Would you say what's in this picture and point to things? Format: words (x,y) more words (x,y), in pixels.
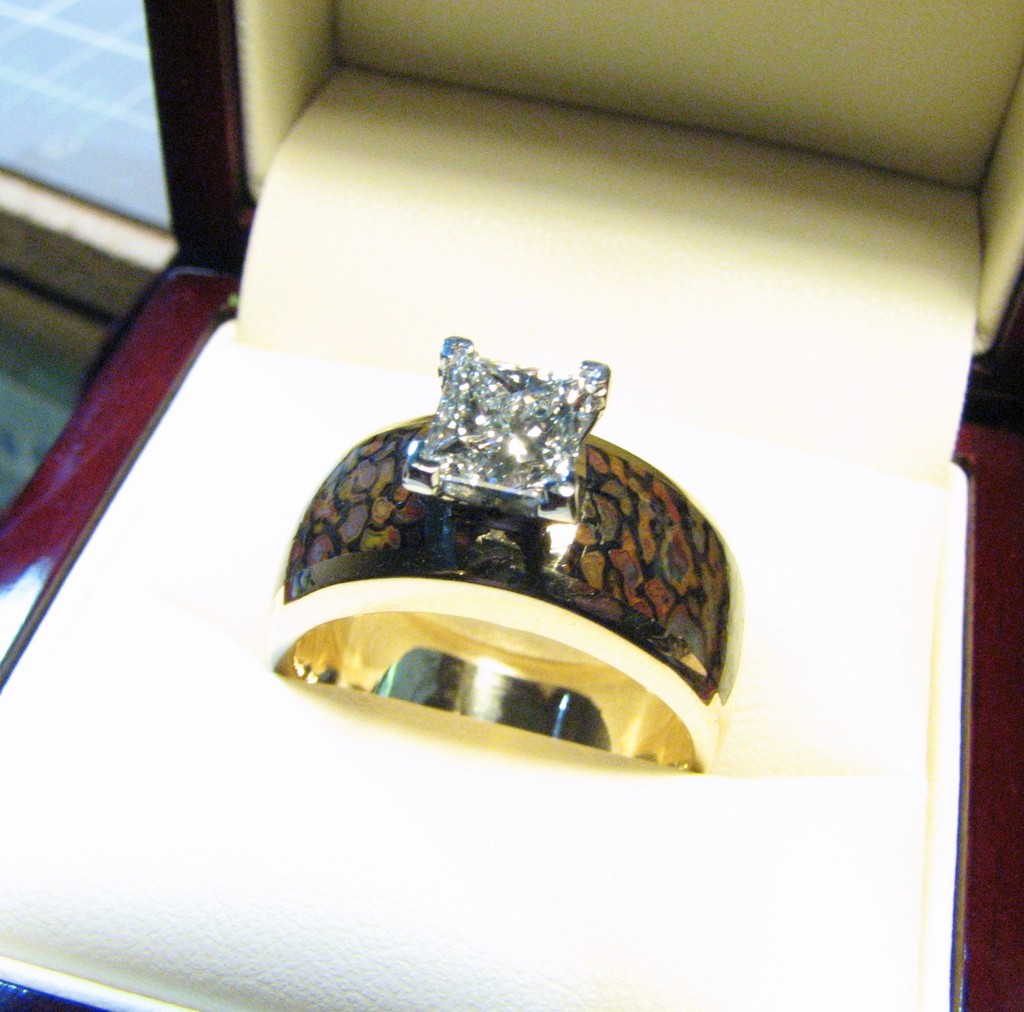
In this image, this looks like a ring (658,515). This looks like a diamond stone (520,425). I think this is the box (240,236).
